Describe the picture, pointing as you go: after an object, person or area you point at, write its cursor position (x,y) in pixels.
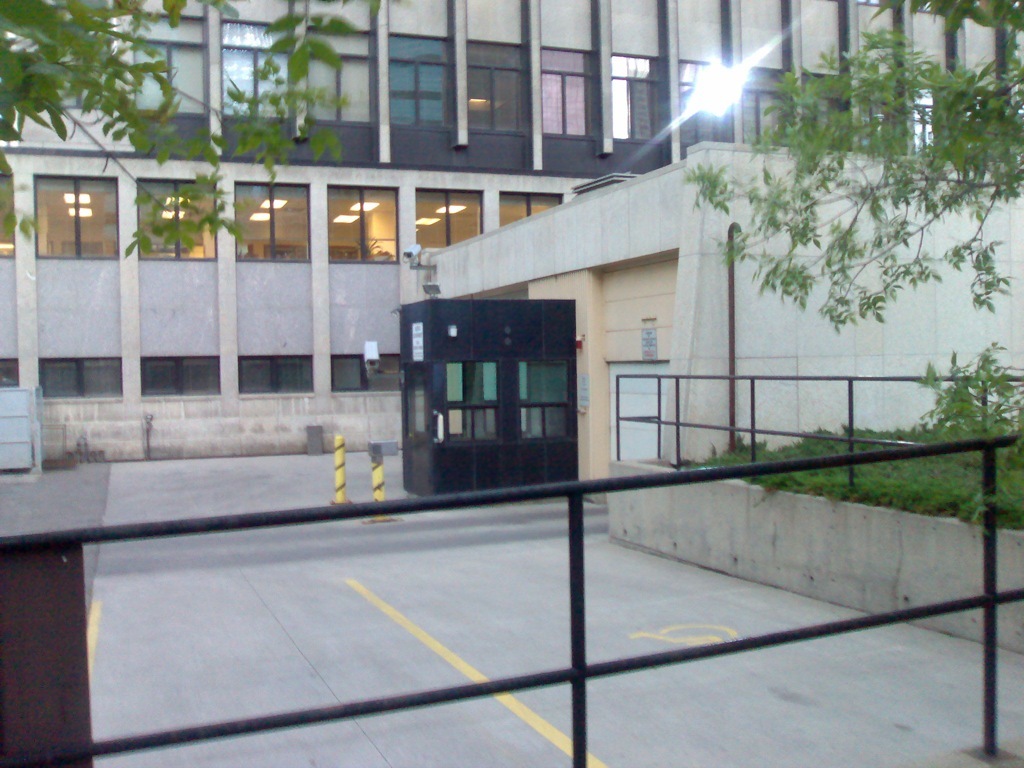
In this image we can see the buildings (462,263) with the windows (273,235) and some ceiling lights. We can also see the metal fence (751,375), some poles (730,373), plants (807,456) and some trees (873,304).
